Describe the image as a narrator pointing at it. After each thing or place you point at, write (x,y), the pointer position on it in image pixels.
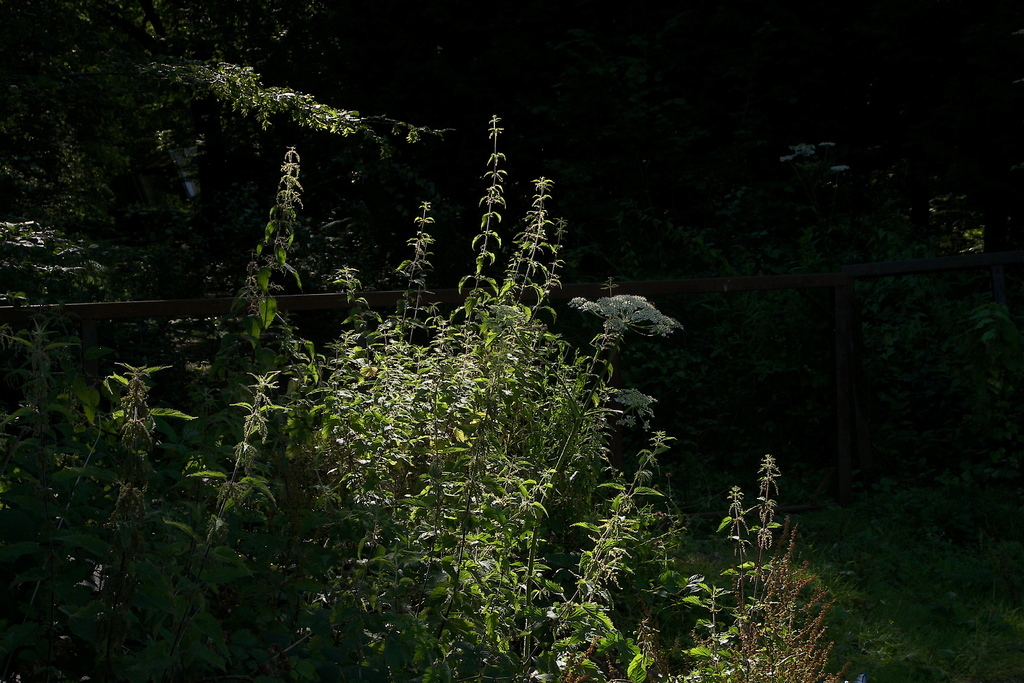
In this picture we can see trees (43,136) and railing (839,299).
